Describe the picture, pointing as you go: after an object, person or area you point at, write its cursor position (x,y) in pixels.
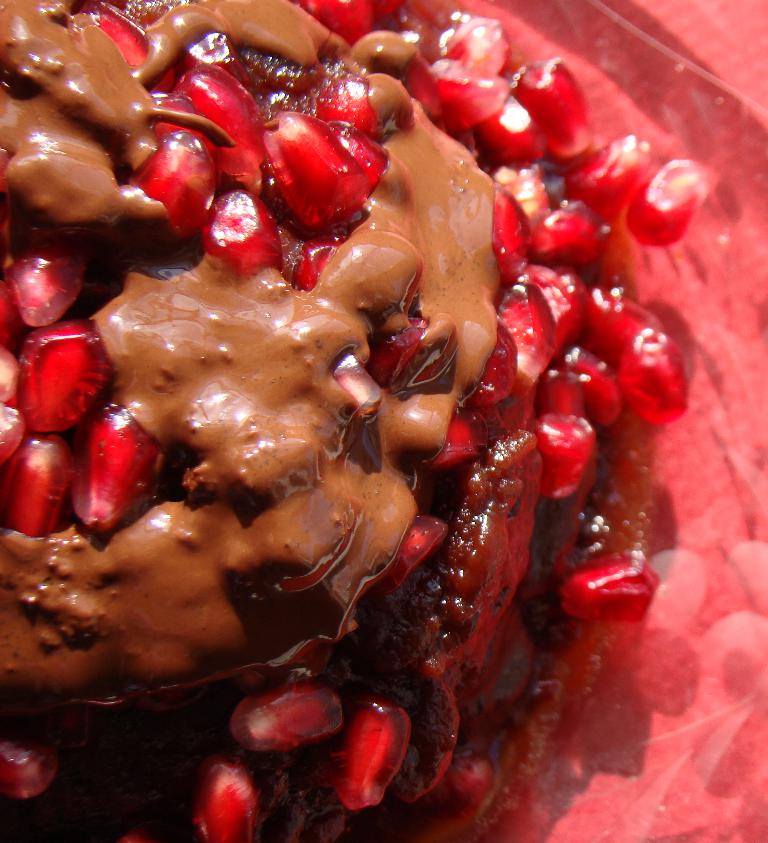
In this image we can see some food (414,491) in the plate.
